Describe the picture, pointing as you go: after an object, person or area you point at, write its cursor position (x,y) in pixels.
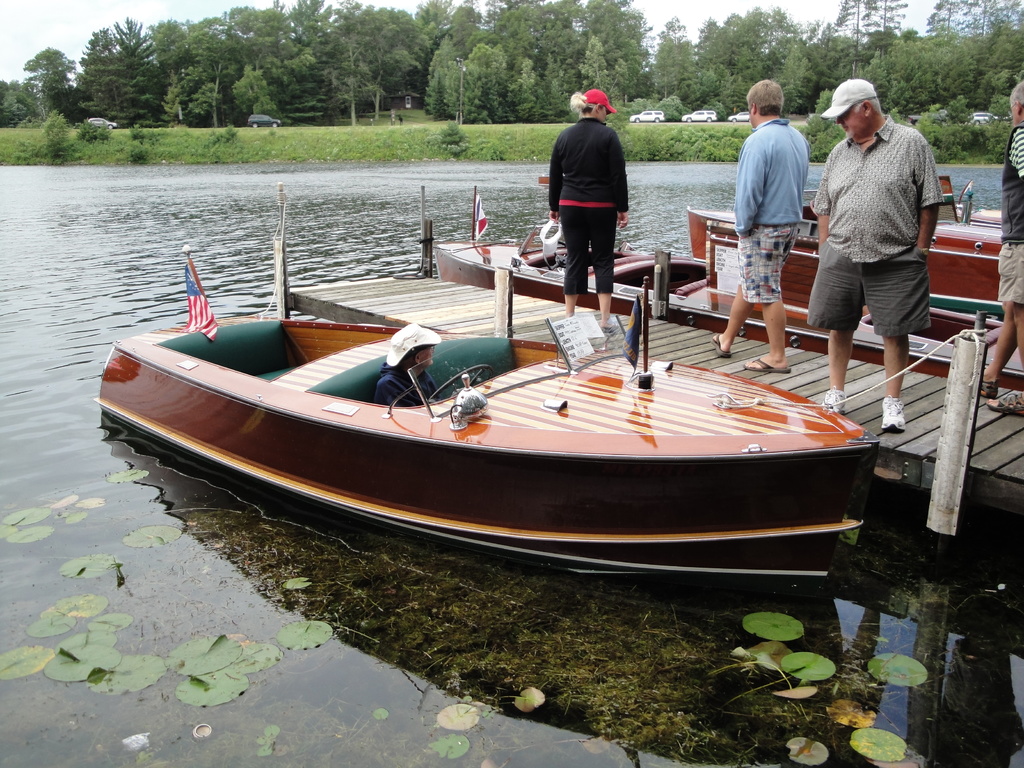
In this image we can see boats (620,288) on the water (25,450). Also there are lotus plants (793,687) in the water (201,564). There is a deck (736,369). On the deck (930,383) few people (865,203) are standing. Also few are wearing caps (612,107). On the boats (368,417) there are flags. In the back (285,71) there are trees (663,49) and vehicles (634,118). In the background (39,3) there is sky (755,1).
